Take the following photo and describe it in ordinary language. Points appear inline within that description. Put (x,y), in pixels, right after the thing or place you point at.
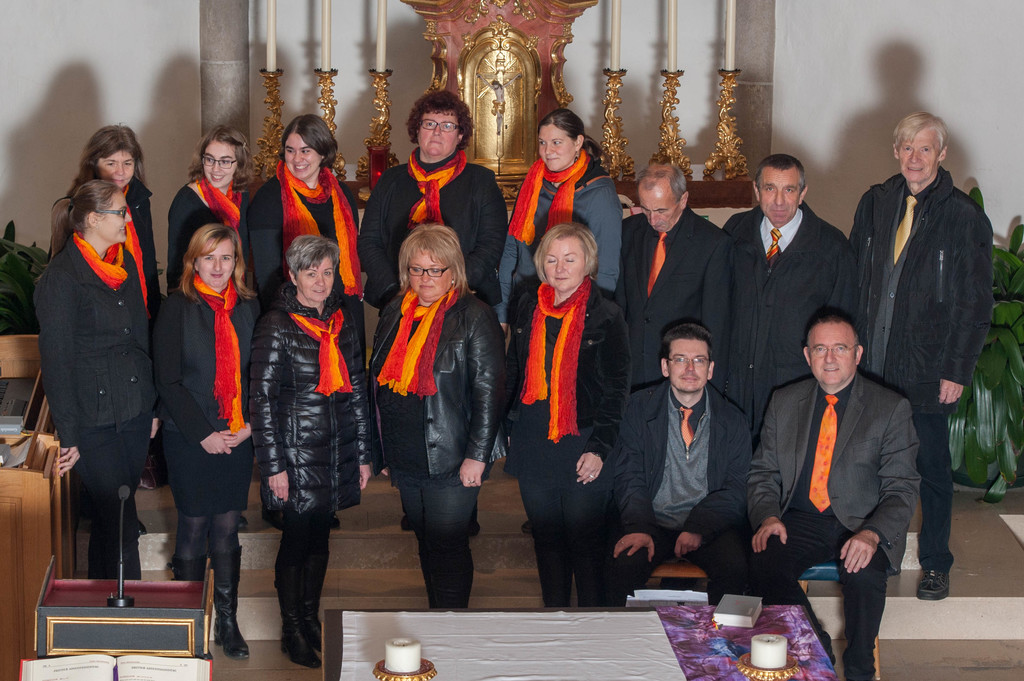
In this picture I can see there are a group of people (743,517) and they are wearing orange color scarves (430,369) and they are wearing black color coats (316,429) and blazers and in the backdrop (620,84) I can see there are candles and candle holders (329,127) and there is a wall (897,67).
